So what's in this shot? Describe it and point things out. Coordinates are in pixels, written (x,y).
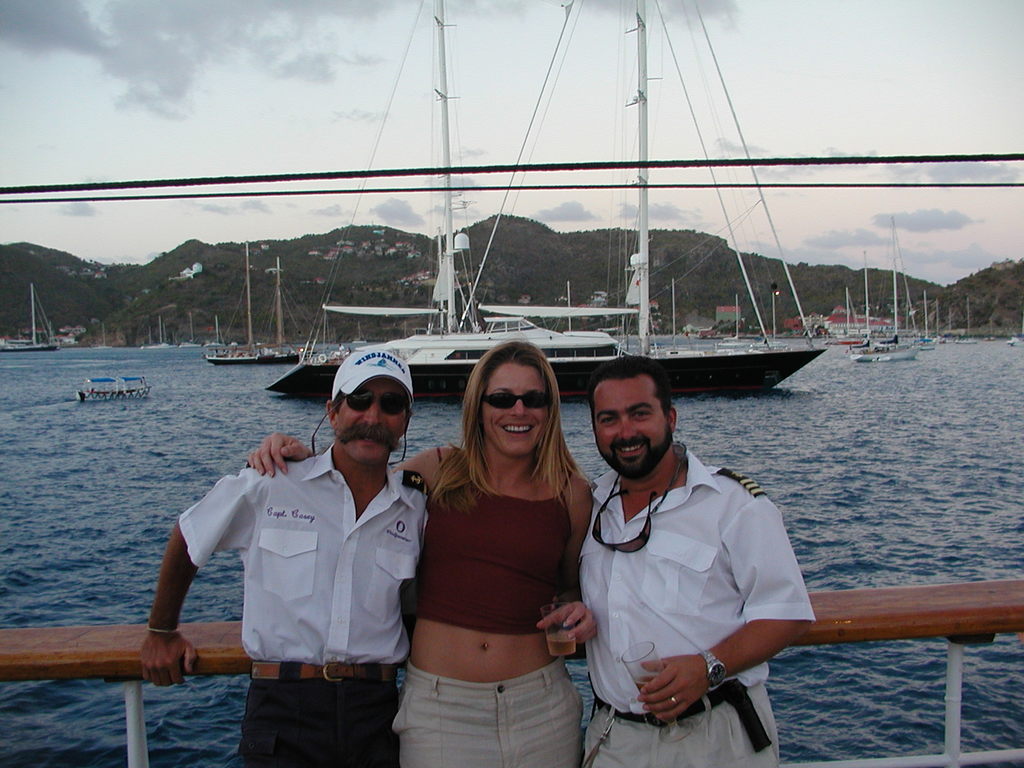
In this image we can see ships (773,351), water (963,426), mountains (393,228), people (665,608) and sky (355,74).
